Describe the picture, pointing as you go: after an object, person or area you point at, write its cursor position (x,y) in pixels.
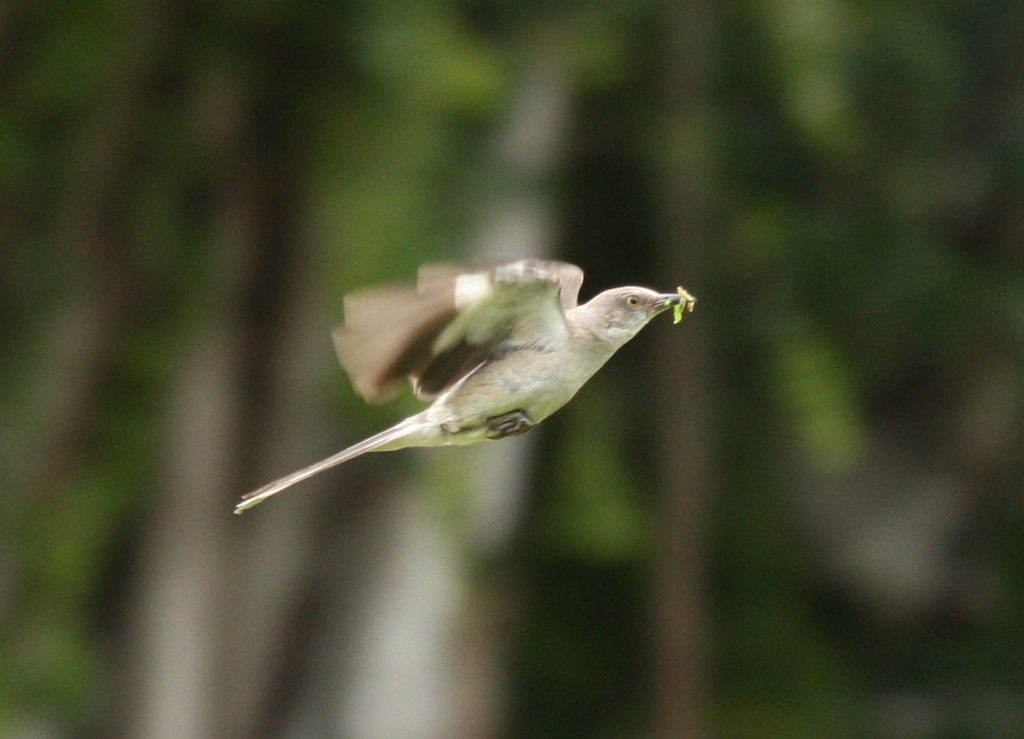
In this picture we can see a bird (475,415) flying in the air (516,476). Background (415,501) is blurry.
